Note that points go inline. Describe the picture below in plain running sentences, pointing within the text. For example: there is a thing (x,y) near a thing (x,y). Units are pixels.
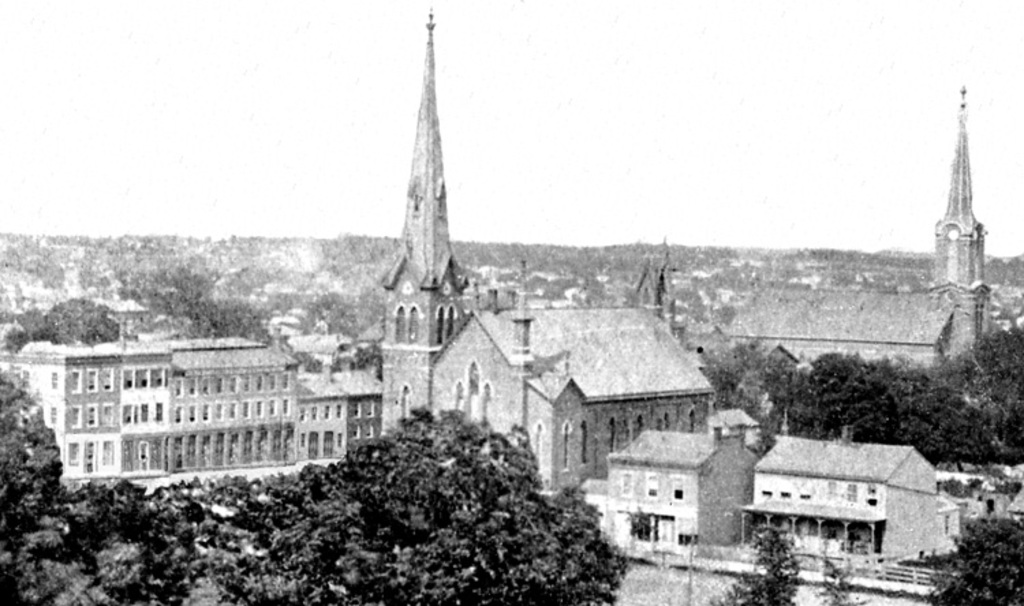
In this picture there are buildings (949,295) and trees (29,334) in the center of the image (544,350).
